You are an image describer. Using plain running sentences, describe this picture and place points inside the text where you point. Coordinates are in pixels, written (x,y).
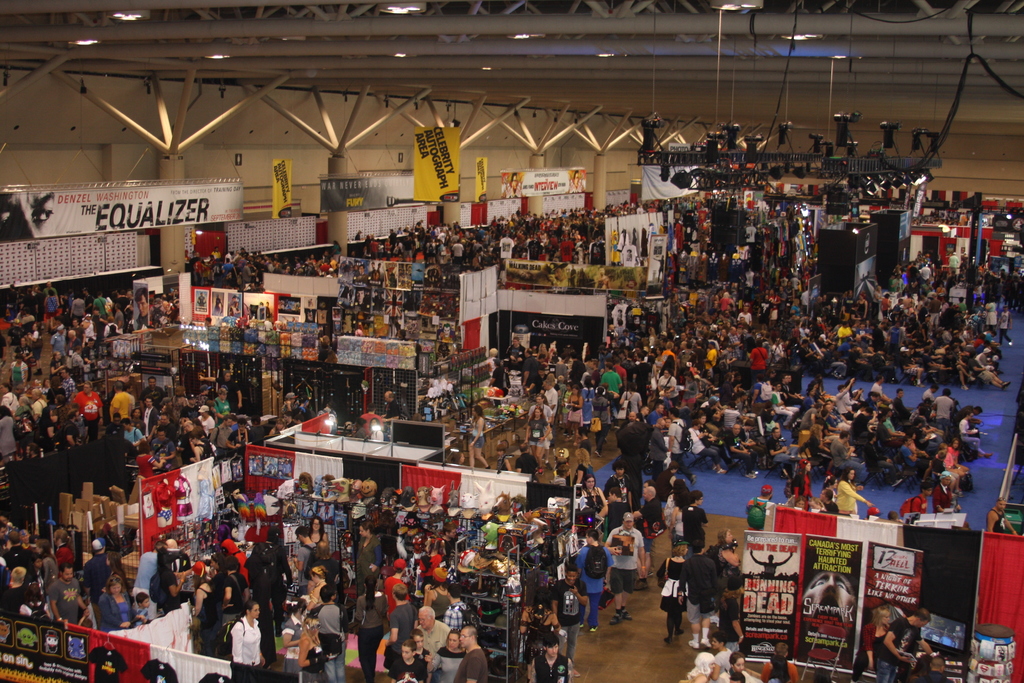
In the center of the image (666,390) we can see a few people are sitting and a few people (521,453) are standing. Among them, we can see a few people (554,225) are holding some objects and a few people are wearing some objects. And we can see the banners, toys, clothes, curtains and a few other objects (746,161). In the background (601,129) there is a wall (601,129), pillars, lights (609,53) and a few other objects (402,23).
